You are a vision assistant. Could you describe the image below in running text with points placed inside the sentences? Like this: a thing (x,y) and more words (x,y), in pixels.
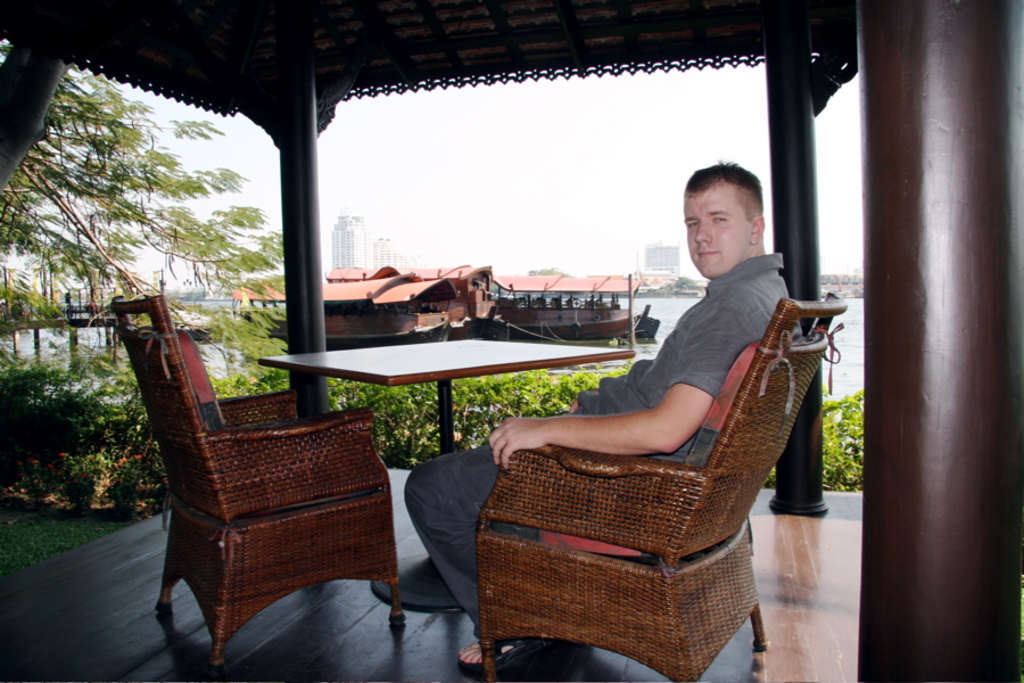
In this image I can see person (591,416) sitting on the chair (511,575), beside him there is a table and chair (307,549), also there are some plants (76,405) and trees (125,365), at the back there are some boats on the water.
